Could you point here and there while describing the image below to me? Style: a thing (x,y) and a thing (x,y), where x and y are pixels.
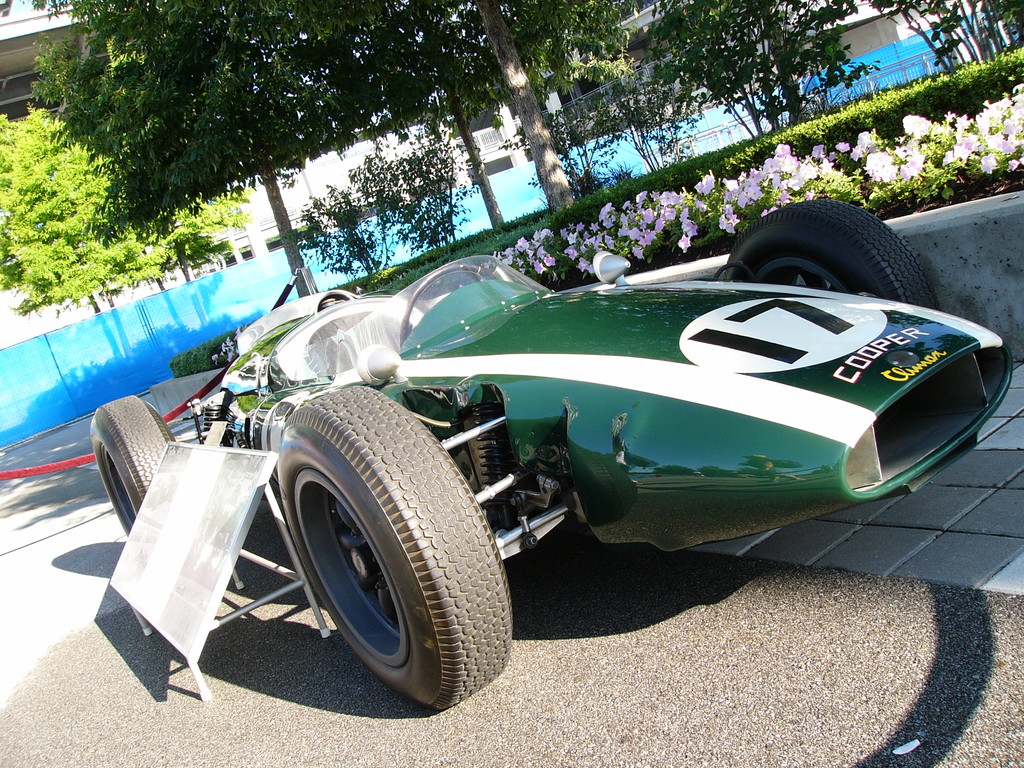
In this image I can see a road (339,699) in the front (390,675) and on it I can see a sports car (315,579) and a stand (245,452). In the background (215,359) I can see number of flowers (1016,109), plants (971,113), number of trees (557,196) and few buildings (262,189). On the left side of this image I can see a red colour belt (12,476) behind the vehicle (361,538).
